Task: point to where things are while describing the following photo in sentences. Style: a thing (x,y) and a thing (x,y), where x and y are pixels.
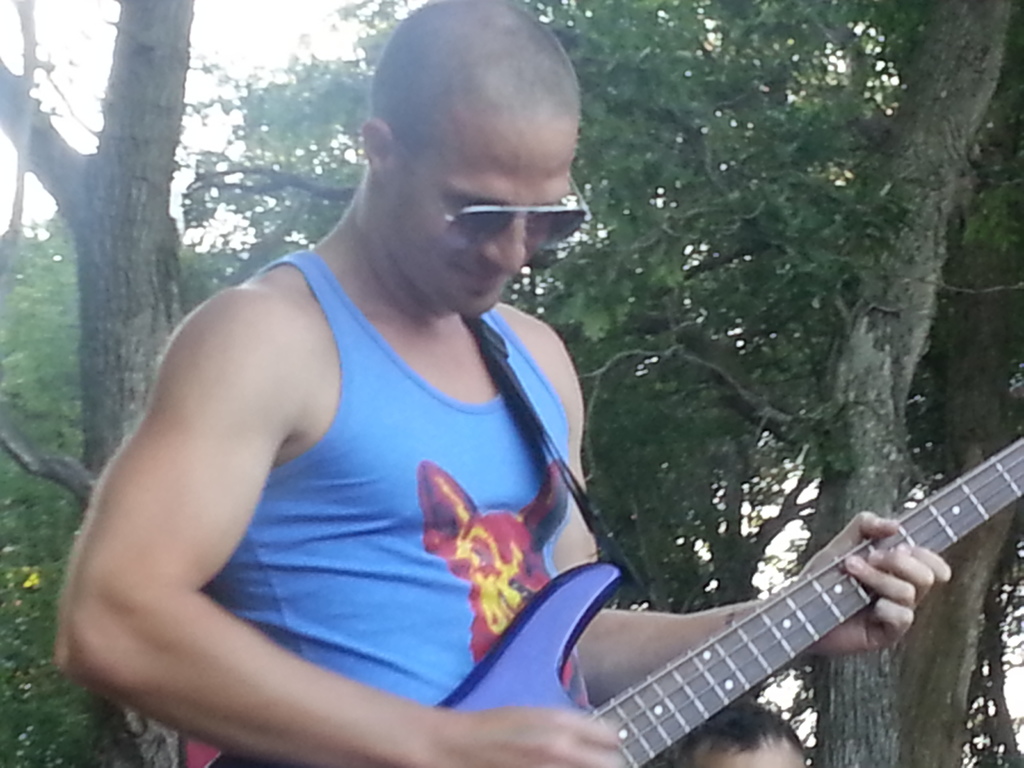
He is standing. He is playing a musical instruments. On the left side of the person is sitting. We can see in the background (336,159) trees (158,50) and sky (215,78).
